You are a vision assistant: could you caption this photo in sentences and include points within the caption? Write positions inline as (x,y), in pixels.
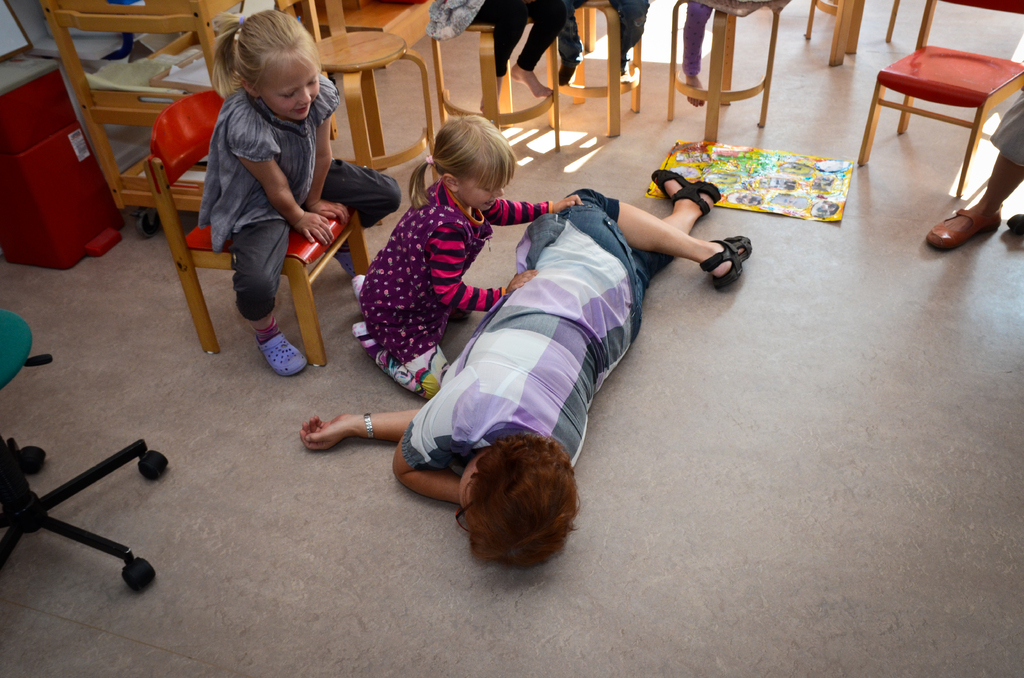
This is a picture taken in a room (28,283), there are kids (261,252) playing in the room (373,245). There is a girl (258,162) in grey dress (277,148) sitting on a chair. Background of this girl (321,111) is a wooden chairs (377,43).
